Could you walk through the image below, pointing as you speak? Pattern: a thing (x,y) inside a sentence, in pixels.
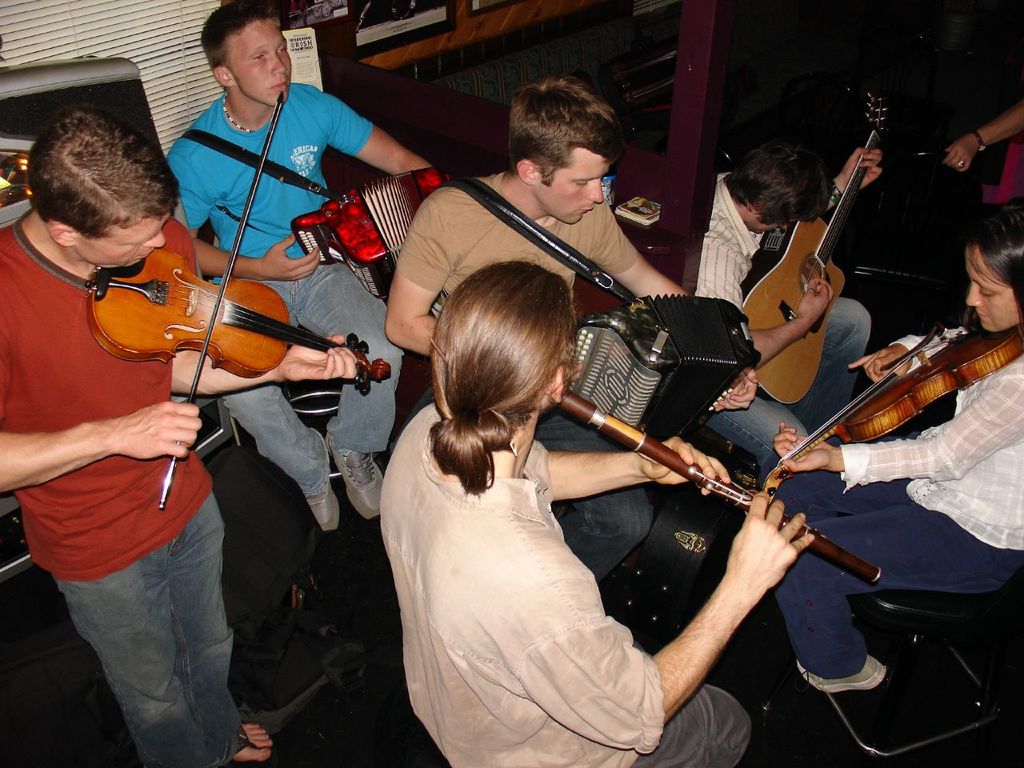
In this image we can see a few people (520,541) playing the musical instruments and behind them we can see some other objects (398,33).
